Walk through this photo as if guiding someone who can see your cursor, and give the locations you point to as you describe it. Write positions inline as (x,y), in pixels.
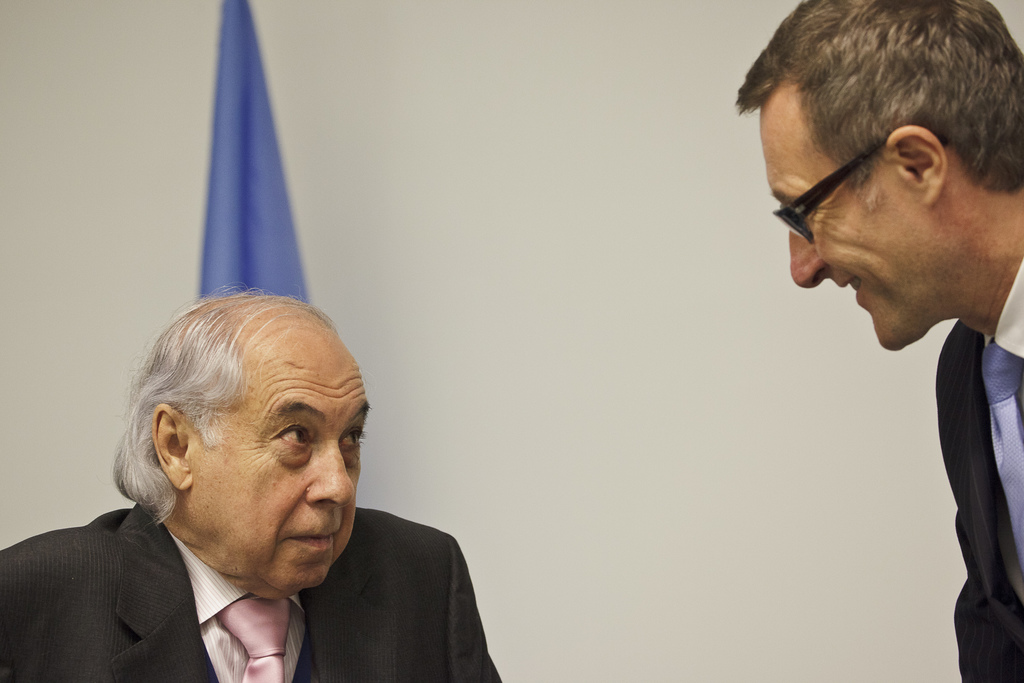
In this picture there are two men (191,459). In the background of the image (305,213) we can see wall (448,261) and blue cloth (248,253).
